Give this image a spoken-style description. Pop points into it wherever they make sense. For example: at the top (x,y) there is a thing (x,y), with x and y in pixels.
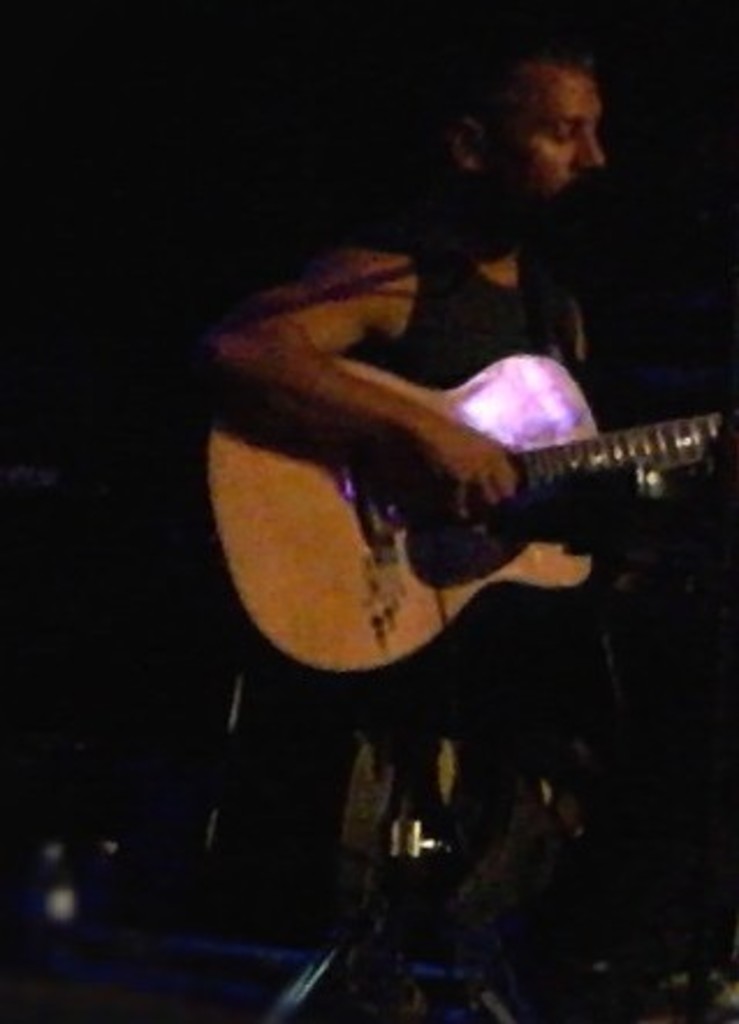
In this picture we can see a person (482,180) is holding a guitar (607,445) in his hands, and playing it.
